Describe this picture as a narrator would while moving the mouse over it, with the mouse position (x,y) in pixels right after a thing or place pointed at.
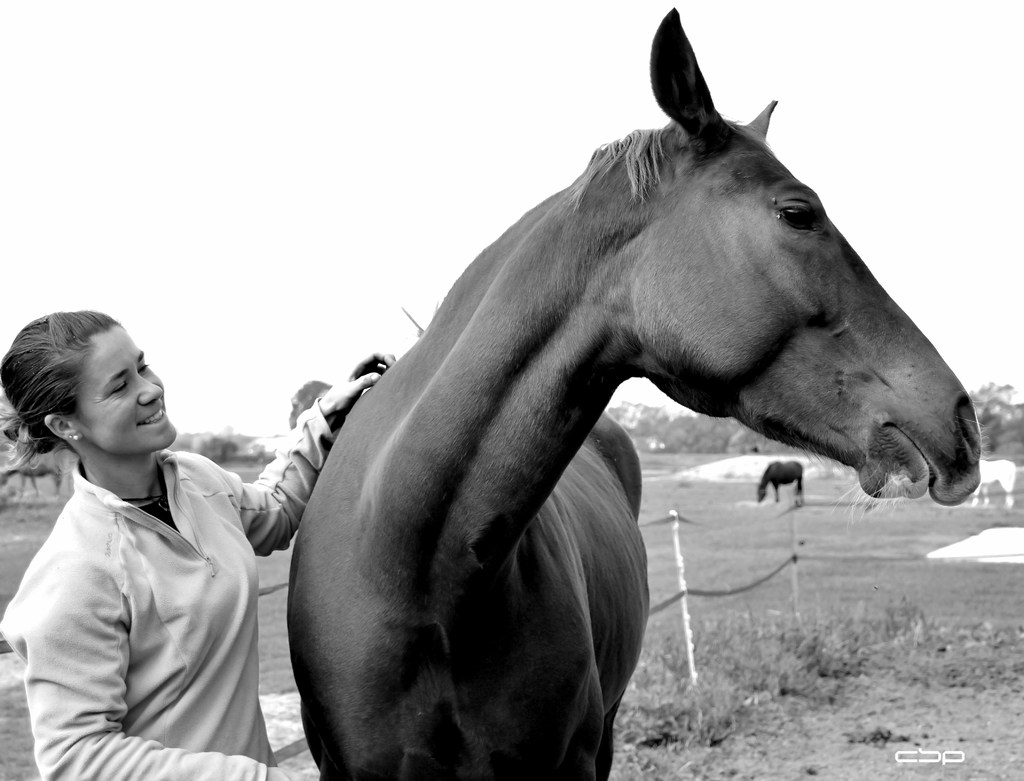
In this image I can see a woman (143,521) standing and a horse (519,509) in the garden (719,658).
